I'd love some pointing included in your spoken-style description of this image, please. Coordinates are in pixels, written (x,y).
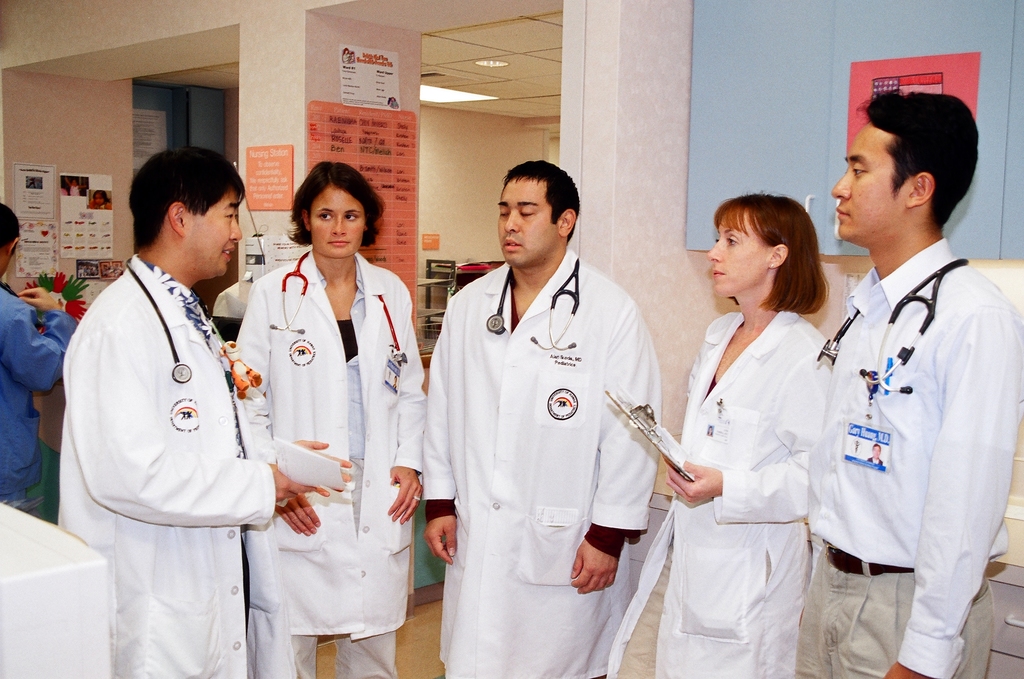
In this image, we can see people (627,521) standing. We can see a woman (686,501) and man (275,584) are holding some objects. In the background (650,209), we can see walls (682,254), posters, table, shelves (419,340), pillar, ceiling (548,78), light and some objects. In the bottom left corner (52,620), there is a white object (57,612).
